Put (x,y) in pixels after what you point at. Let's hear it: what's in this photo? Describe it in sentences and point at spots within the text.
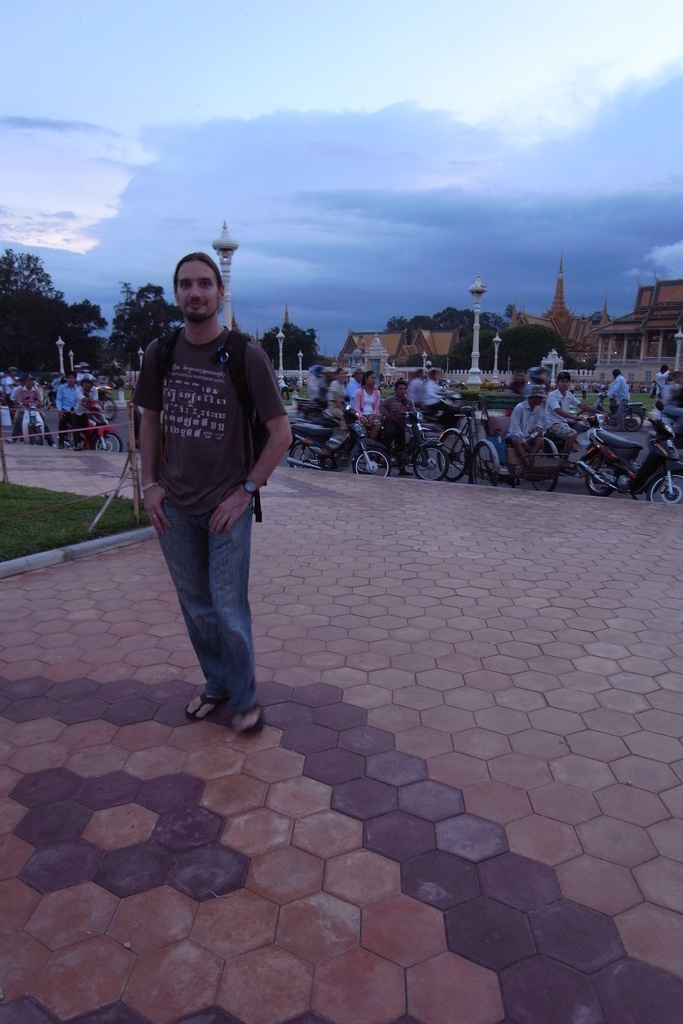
In this picture we can see a person (227,448) standing. We can see some grass (68,543) on the ground (66,515). There are a few vehicles (328,446), some people (355,418), street lights (221,261), houses (627,359) and trees (40,283) in the background (268,347). Sky (133,178) is cloudy.
